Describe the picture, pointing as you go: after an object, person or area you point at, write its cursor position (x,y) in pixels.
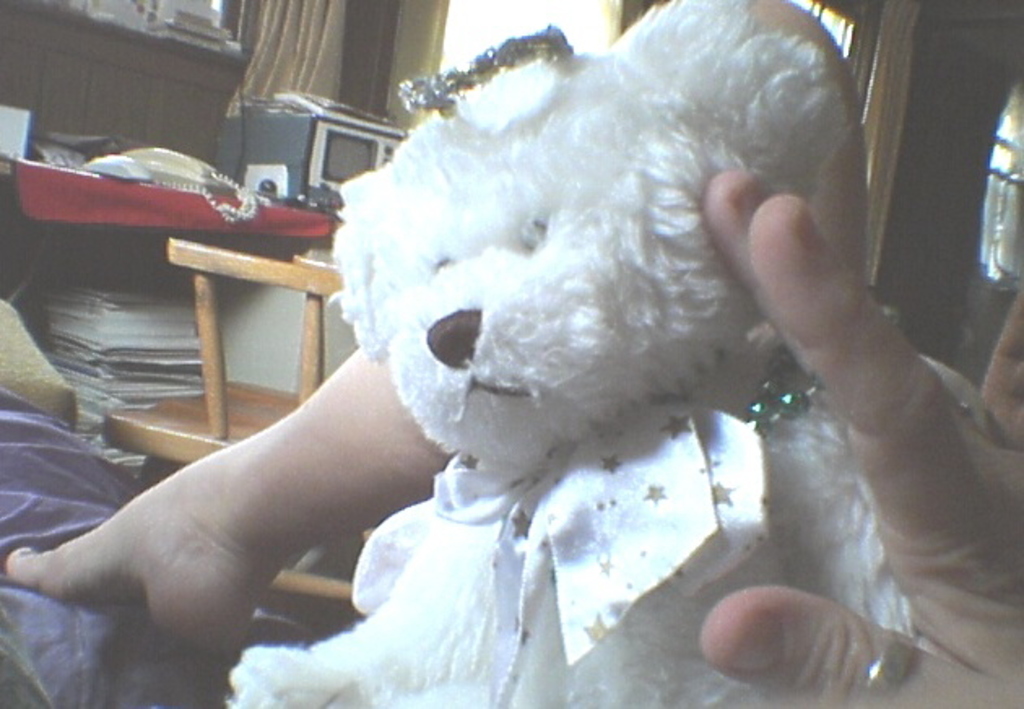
In front of the picture, we see a teddy bear (668,347) in white color. Behind that, we see the hand (898,337) and the leg (211,514) of the person (819,373). On the left side (55,189), we see a table (81,182) on which an oven (329,181), telephone (162,167) and some other objects (75,153) are placed. We see the books (136,333) under the table (55,194). Beside that, we see a chair (158,408). In the left bottom (92,491), we see a bed (105,632) and a blanket (53,540) in purple color. In the background (401,43), we see a brown wall (72,94), windows (490,32) and a curtain (322,4).
